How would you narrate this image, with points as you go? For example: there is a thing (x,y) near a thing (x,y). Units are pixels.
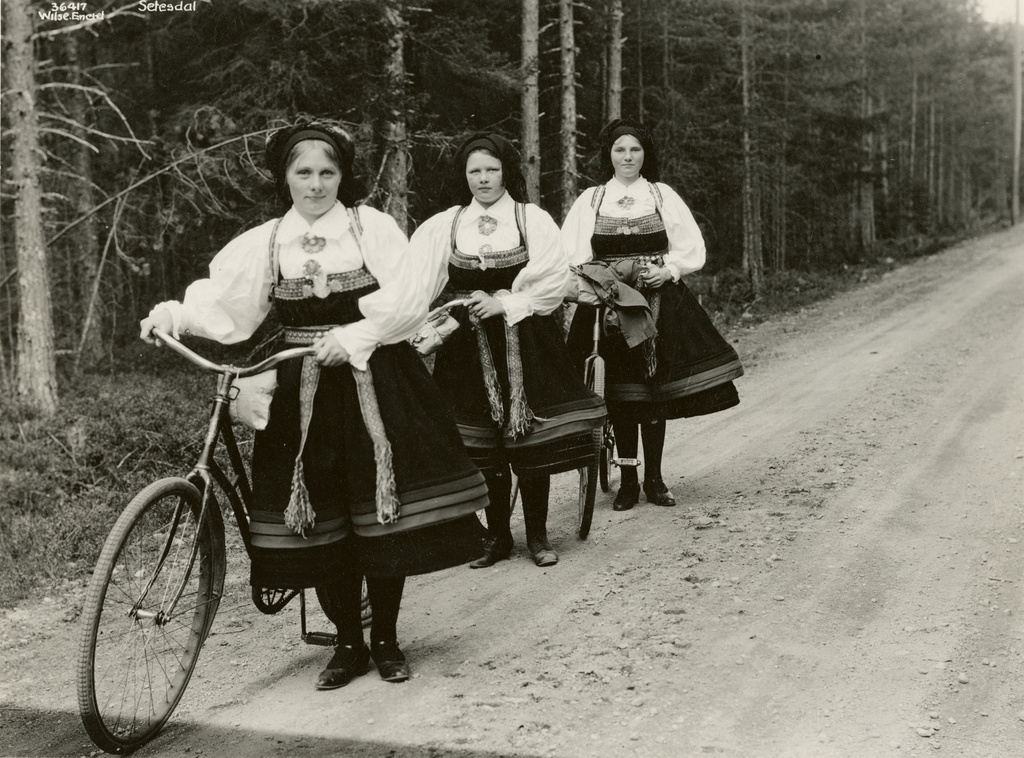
This is a black and white picture. Here we can see trees (640,72). We can see three women (382,345) standing near to the bicycles (246,523). They all are in a same attire (456,427).
